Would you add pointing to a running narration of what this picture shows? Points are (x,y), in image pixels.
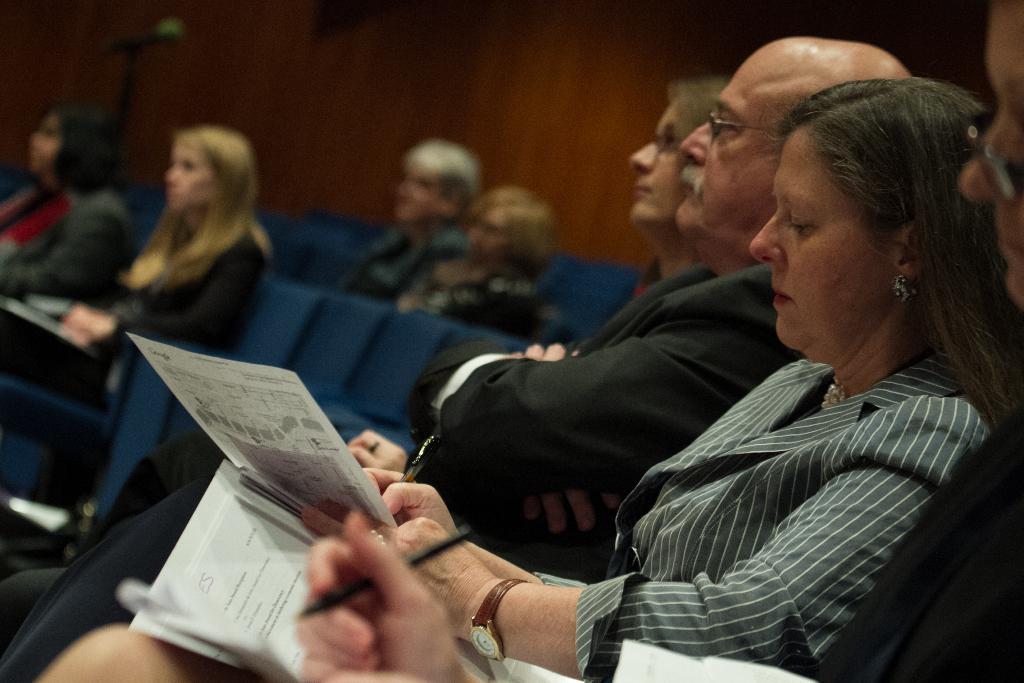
In the foreground of this image (550,597), persons (557,510) sitting on the chairs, holding pens (420,469) and papers (264,565). In the background (330,367), there are few empty chairs (363,338) and few persons (243,274) sitting on the chairs (346,265), a mic (139,44) to the stand (133,57) and the wooden wall (384,80).
